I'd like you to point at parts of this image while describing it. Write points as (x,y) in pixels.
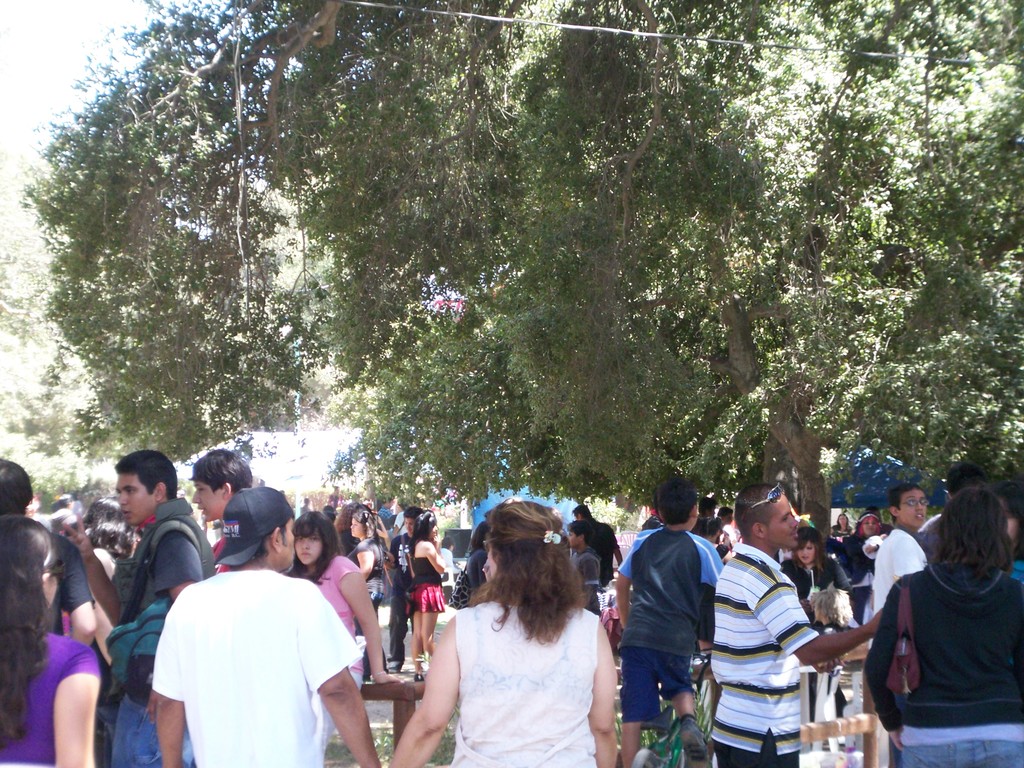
In this picture we can observe some people (126,550) standing. There are men (279,579) and women (570,631). There are some trees (350,254).
